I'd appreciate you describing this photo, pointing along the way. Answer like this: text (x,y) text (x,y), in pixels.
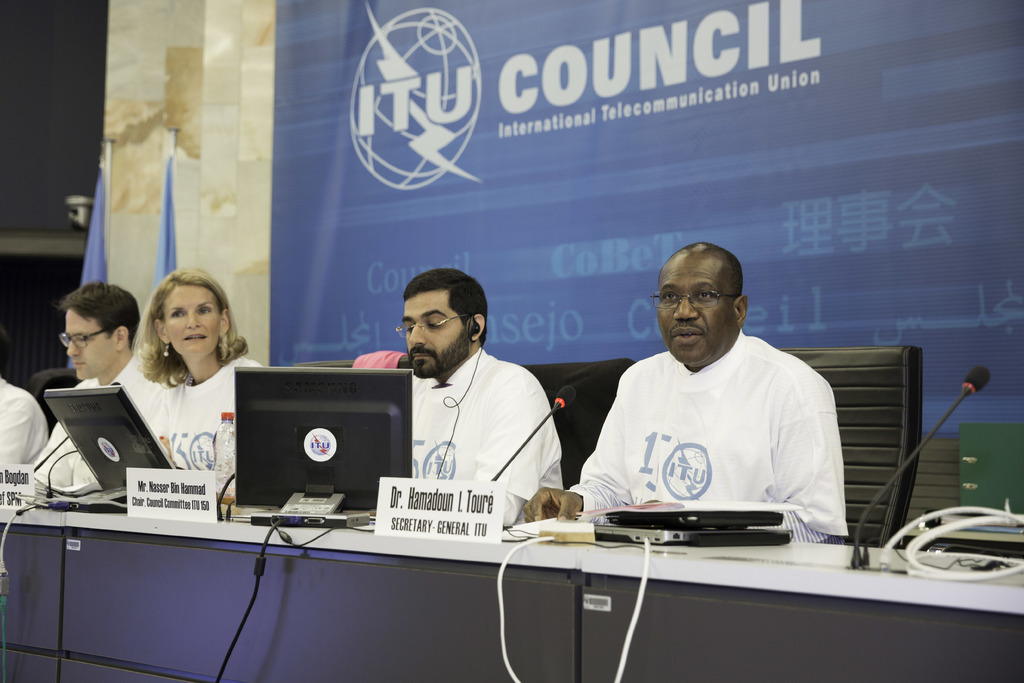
In this image we can see four men (672,349) and one women (220,357) are sitting on a black color chairs (858,445). They are wearing white color dress (223,400). In front of them table (111,606) is there. On table (713,570) laptops (680,535), monitors (331,452), mics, wires (919,546) and name plates (403,526) are there. Behind them blue color banner (398,263) is present and two flags (171,170) are there.
